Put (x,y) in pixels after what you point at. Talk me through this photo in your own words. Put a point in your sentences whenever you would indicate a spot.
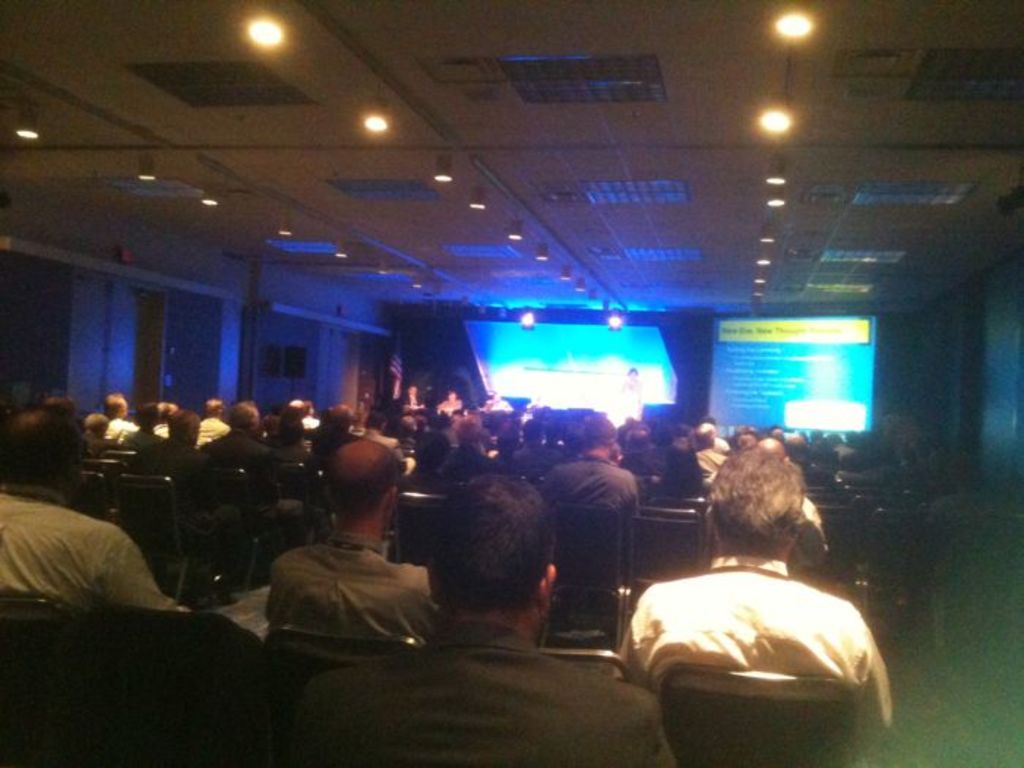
In this image I can see group of people (816,444) sitting. Background (820,424) I can see a projector screen (808,417) and few lights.
